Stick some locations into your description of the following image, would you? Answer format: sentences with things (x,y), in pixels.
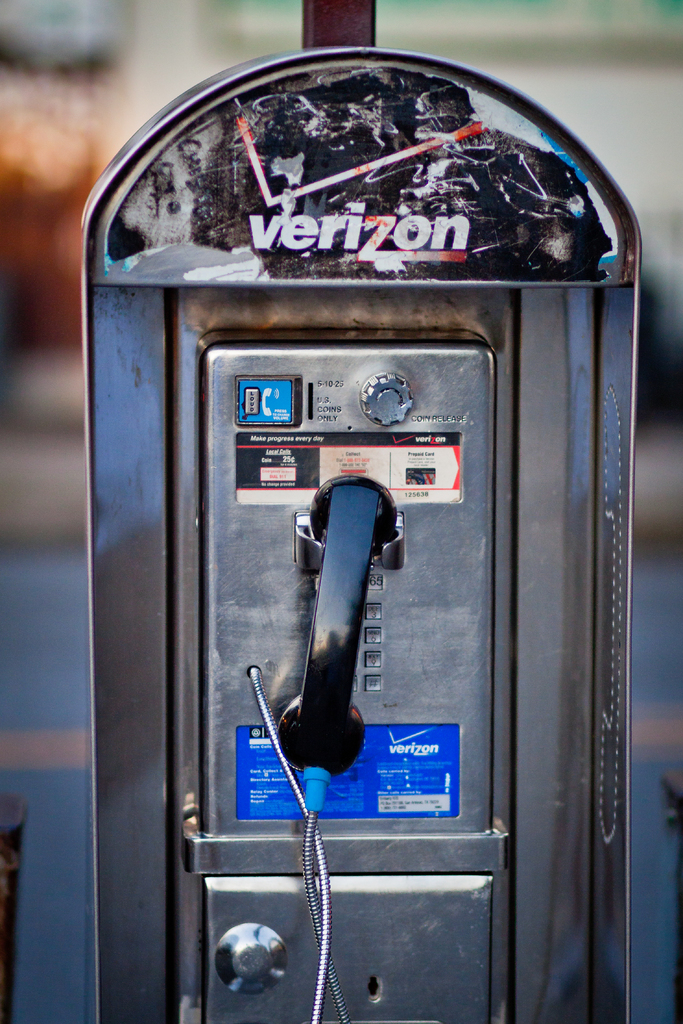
In the middle of the image (357,590) we can see a telephone (416,619) and we can see blurry background (23,125).
